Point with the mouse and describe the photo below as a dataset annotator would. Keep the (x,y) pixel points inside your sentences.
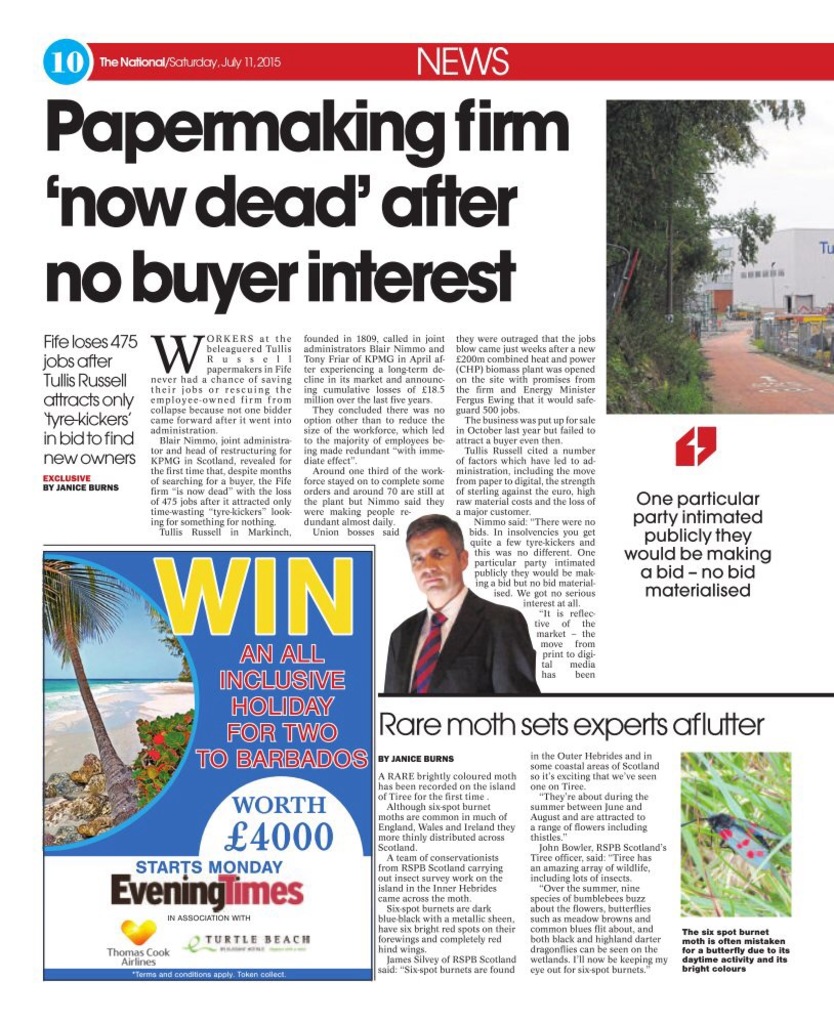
The image looks like it is a newspaper column. In this picture we can see text (330,300). In the center of the picture (449,604) there is a person (449,604). On the left (113,754) there are trees (88,692), beach (103,713) and a water body (73,703). On the right (652,334) we can see trees (695,285), building (748,285), path (752,357) and sky (752,184).
